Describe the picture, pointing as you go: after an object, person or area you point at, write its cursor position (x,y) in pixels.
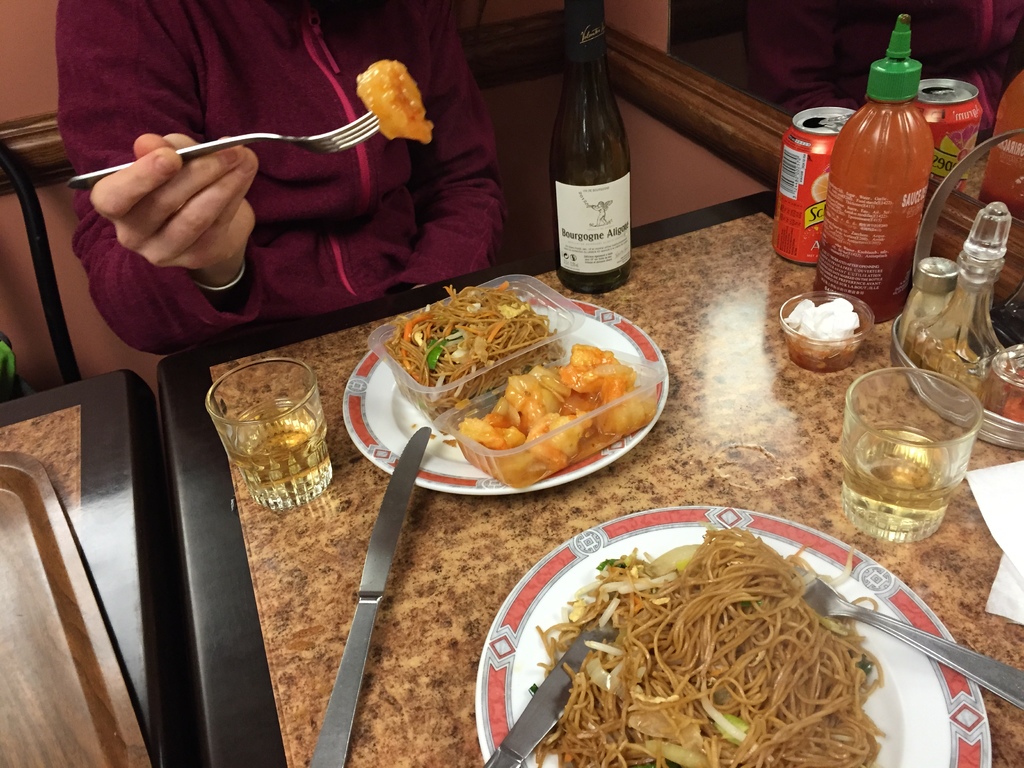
In this image I can see few tables (760,383) in the front (563,476) and on it I can see few plates (915,741), few boxes (561,347), food (695,576), few forks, knives (405,457), few glasses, few bottles (830,190), few cans (951,90) and few other things (927,225). In the background (107,117) I can see one person (257,298) and I can see this person (175,100) is holding a fork (316,138).
